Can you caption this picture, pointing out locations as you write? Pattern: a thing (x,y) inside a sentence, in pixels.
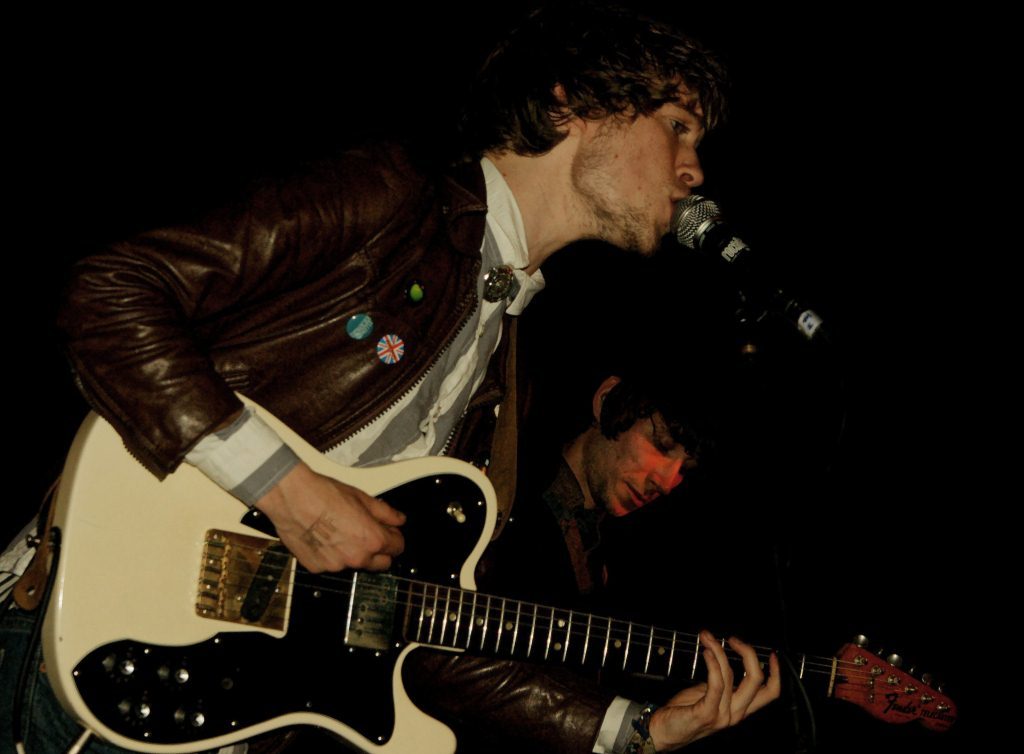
In this image, I can see two persons (612,500). Among them one person (652,160) is playing guitar (442,464) and singing a song in a mike (686,207). The background (783,436) is dark.
